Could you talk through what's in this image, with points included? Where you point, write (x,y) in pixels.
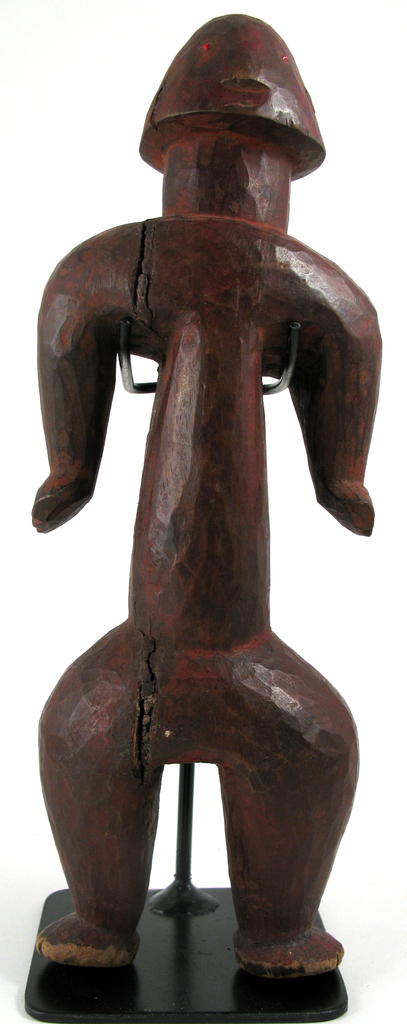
In the image there is some wooden object (263,673).
